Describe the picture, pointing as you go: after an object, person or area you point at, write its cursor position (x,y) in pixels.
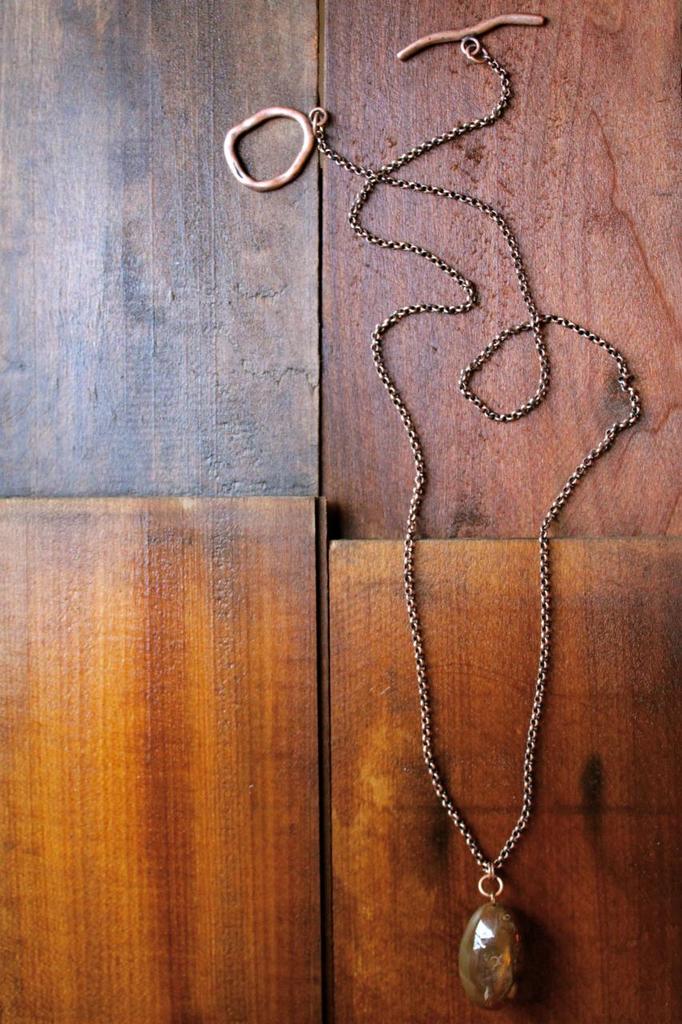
In this picture I can see a chain (233,152) with a pendant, on the wooden platform (460,600).
